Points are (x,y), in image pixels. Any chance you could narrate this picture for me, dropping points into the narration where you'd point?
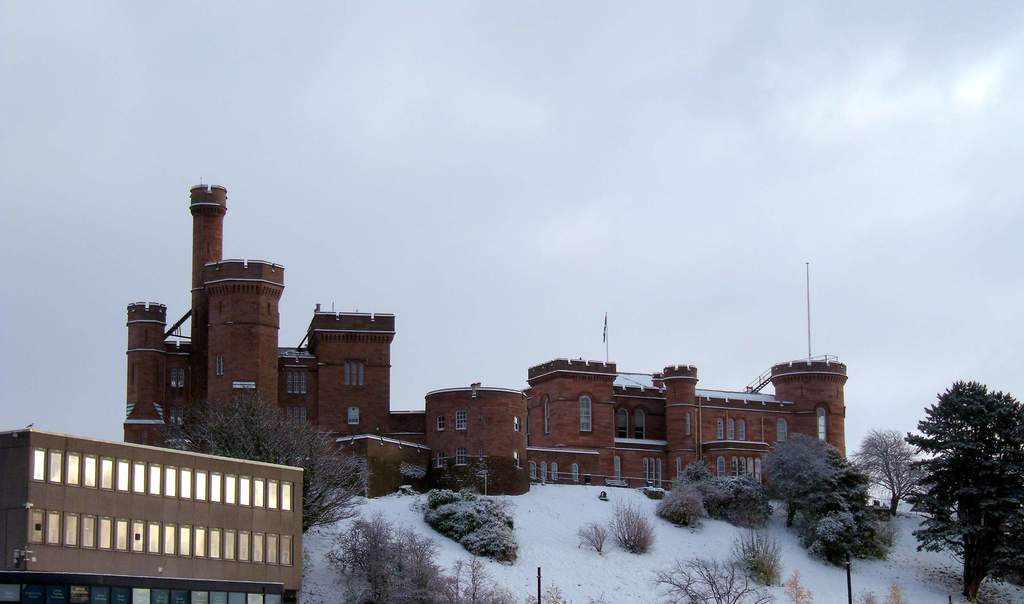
In this image we can see the land (685,570) covered with snow (923,560). On the land (449,558), we can see trees (476,525), poles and buildings (377,454). The sky (424,178) is covered with clouds (618,187) in the background of the image (230,126).
